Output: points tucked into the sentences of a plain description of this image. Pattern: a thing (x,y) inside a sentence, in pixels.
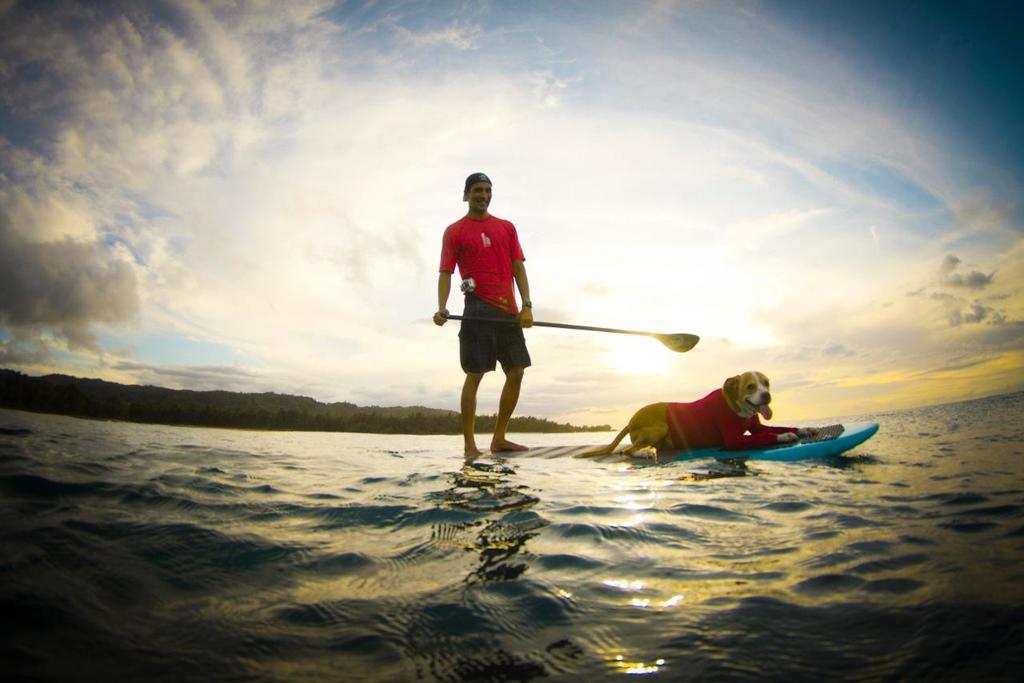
In the image there is a dog (745,428) laying on a surfing board (816,441) and behind the dog (664,417) there is a man (473,324), the surfing board (856,442) is floating on the water surface (97,460), in the background (117,383) there is a mountain (167,393).
